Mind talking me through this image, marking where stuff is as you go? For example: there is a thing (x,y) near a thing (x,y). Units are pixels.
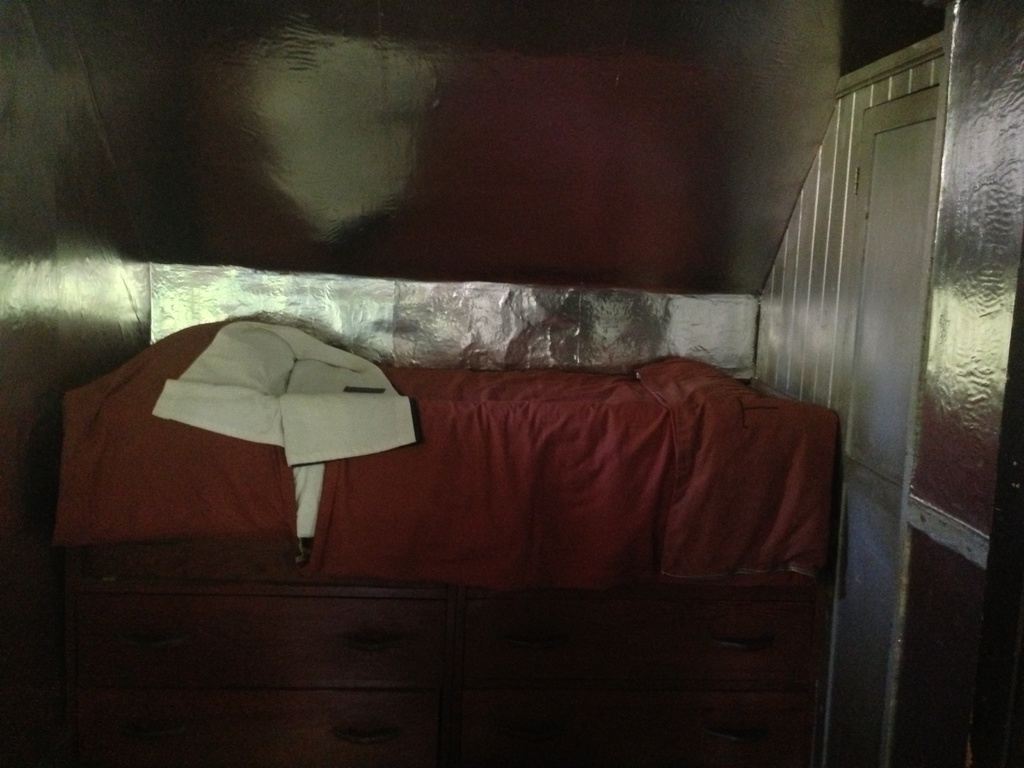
In the picture I can see a bed (449,485) which has a red color blanket (532,441) on it. On the right side (865,456) I can see a door (888,473).
